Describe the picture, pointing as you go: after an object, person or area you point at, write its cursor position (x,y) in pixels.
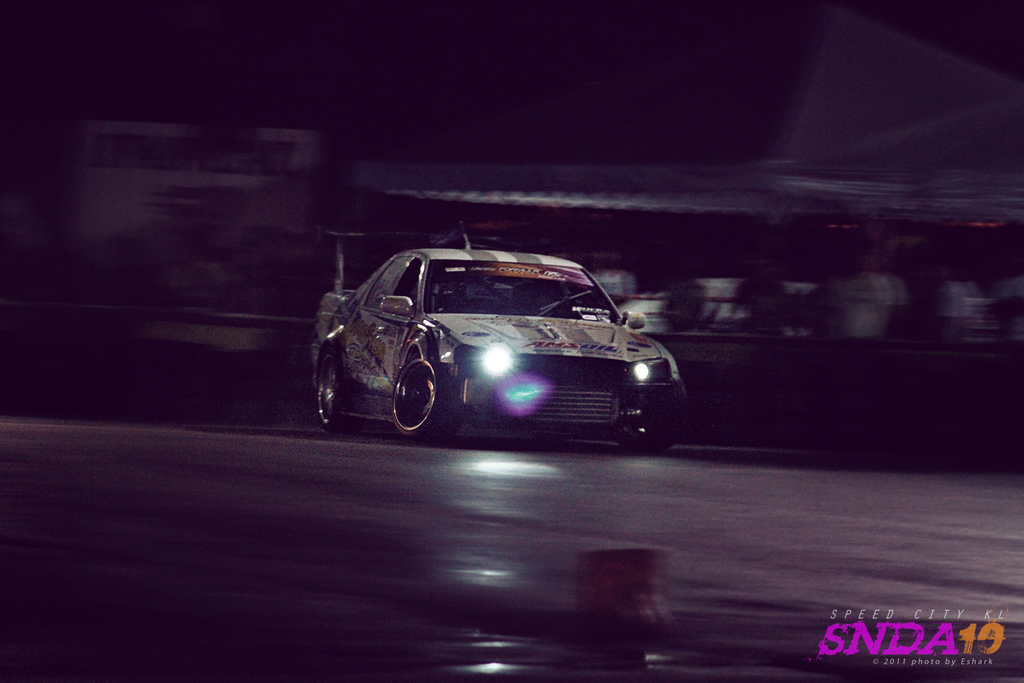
In this image we can see a person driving a car (461,366). There are few people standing at the right side of the image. There is a shed (804,158) in the image. There is an object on the ground (680,582). There is a dark background (379,151) in the image. There is some text (894,632) at the bottom right corner of the image (917,641).
